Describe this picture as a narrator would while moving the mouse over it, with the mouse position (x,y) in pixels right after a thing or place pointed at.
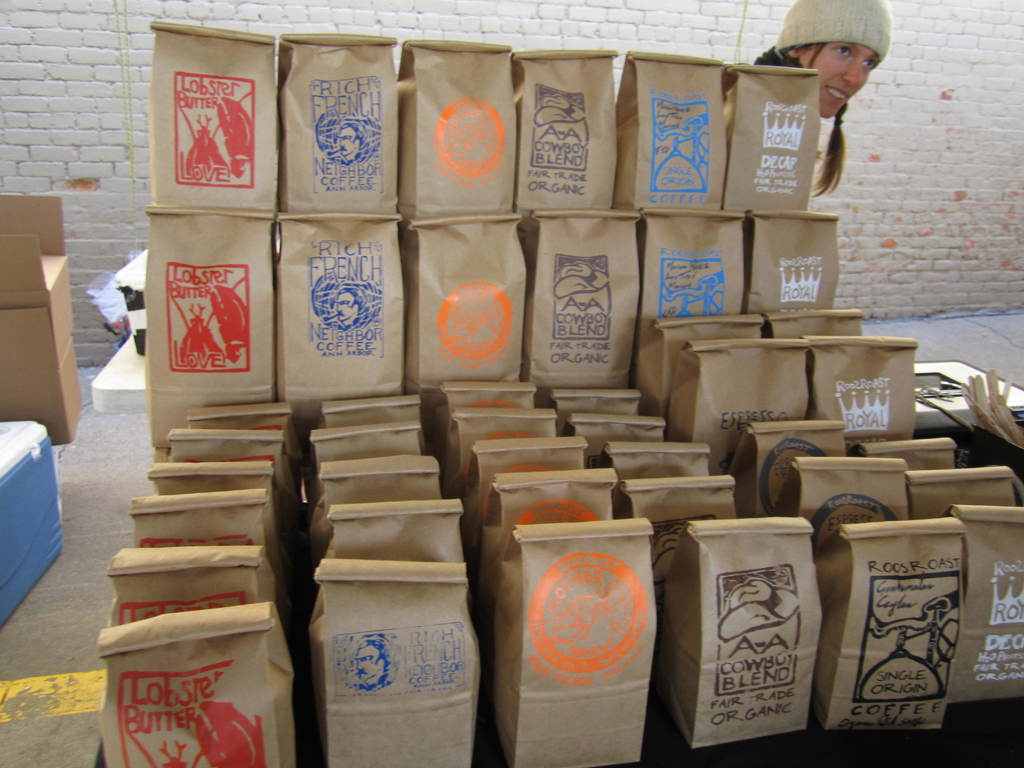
In the image we can see these are the paper bags (621,377) and there is a woman (827,53) wearing a cap (831,29). This is a box (14,475), a wall (58,162) and a floor (69,563), this is a yellow line (59,704).
